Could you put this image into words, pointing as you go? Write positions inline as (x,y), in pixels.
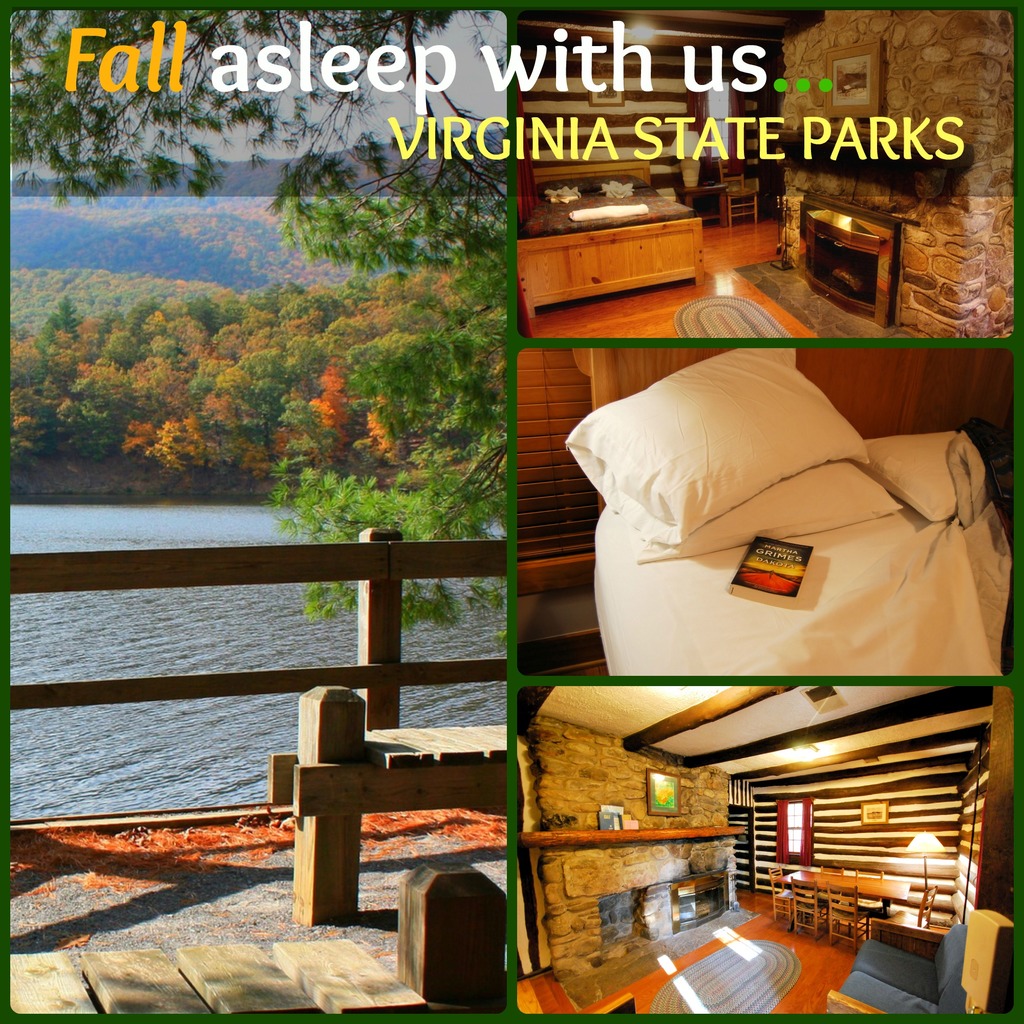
In the image we can see there are collage of pictures in which there is a fence (347,686), there is a lake (192,595) and behind there are trees (234,369). There is a dining table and there are chairs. There are pillows (731,542) and there is a bedsheet (678,641). There is a book (760,577) kept on the bed sheet (757,627). There are photo frames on the wall (787,165).
